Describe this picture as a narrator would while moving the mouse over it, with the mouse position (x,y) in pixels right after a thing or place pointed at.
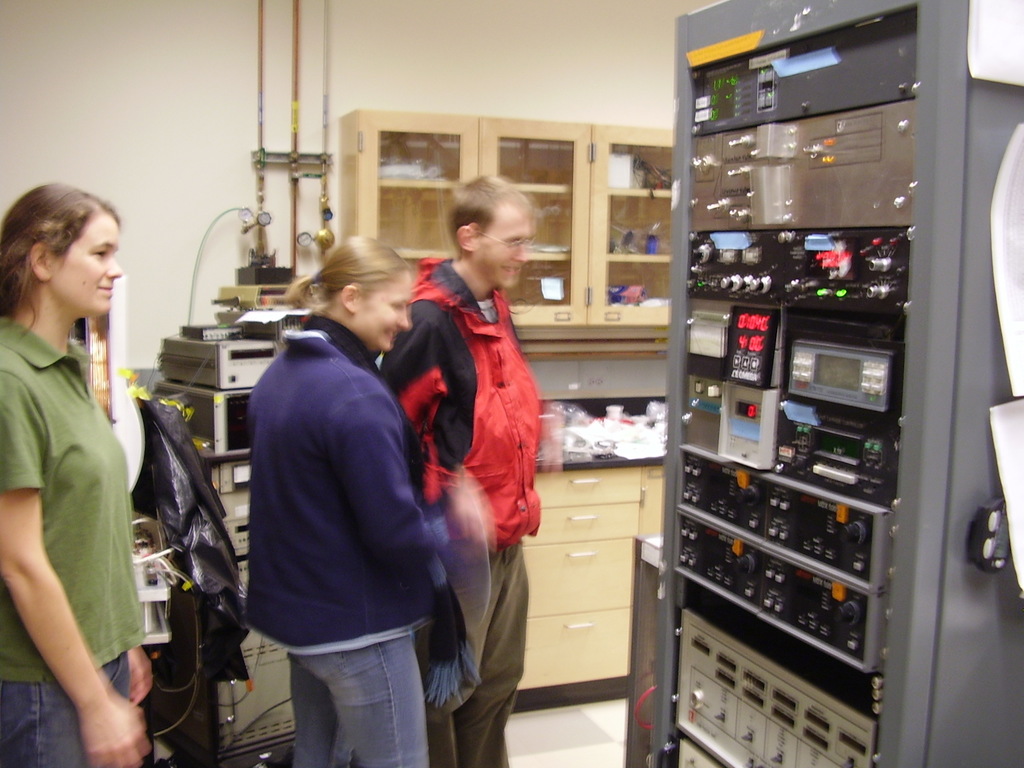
In this image i can a see few people (111,573), on the right (837,490) there is an object (837,435), near that i can see cupboard (542,157) and few objects (614,434) in it, beside there are few objects (266,338).
